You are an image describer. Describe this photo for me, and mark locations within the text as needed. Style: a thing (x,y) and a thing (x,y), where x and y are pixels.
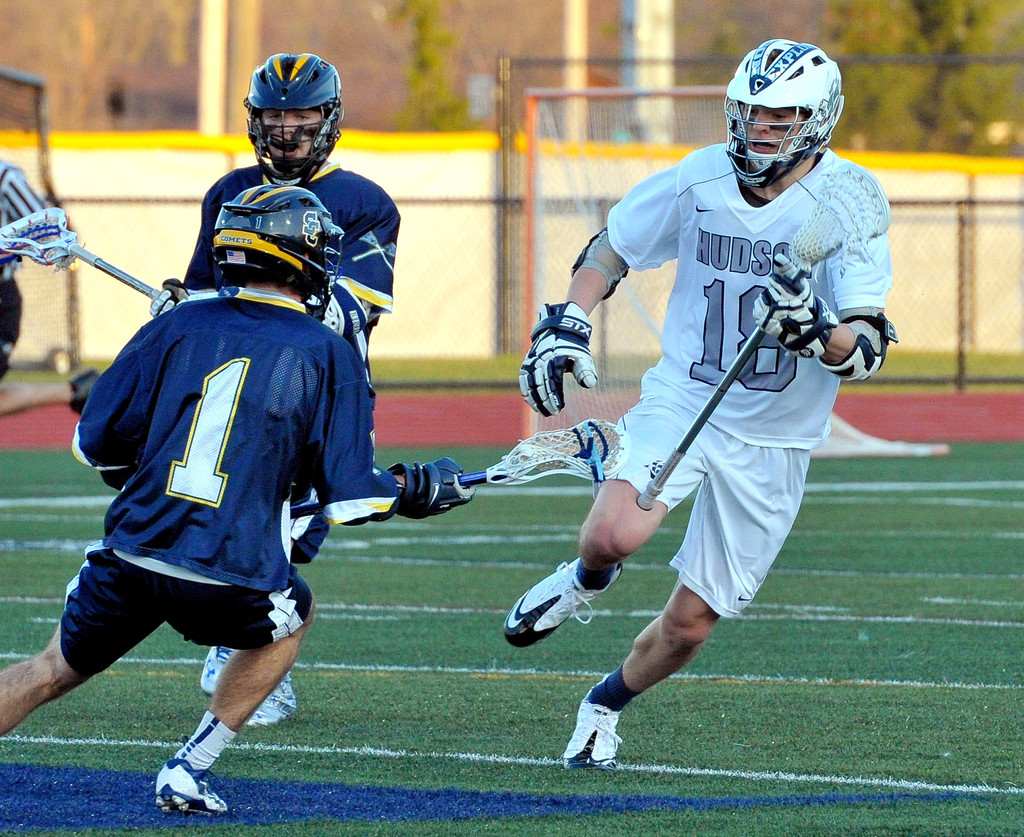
In the center of the image (400,499) there are people (86,443) playing some sport. In the bottom of the image (701,674) there is grass (968,572). In the background of the image (420,218) there is wall (411,185).
